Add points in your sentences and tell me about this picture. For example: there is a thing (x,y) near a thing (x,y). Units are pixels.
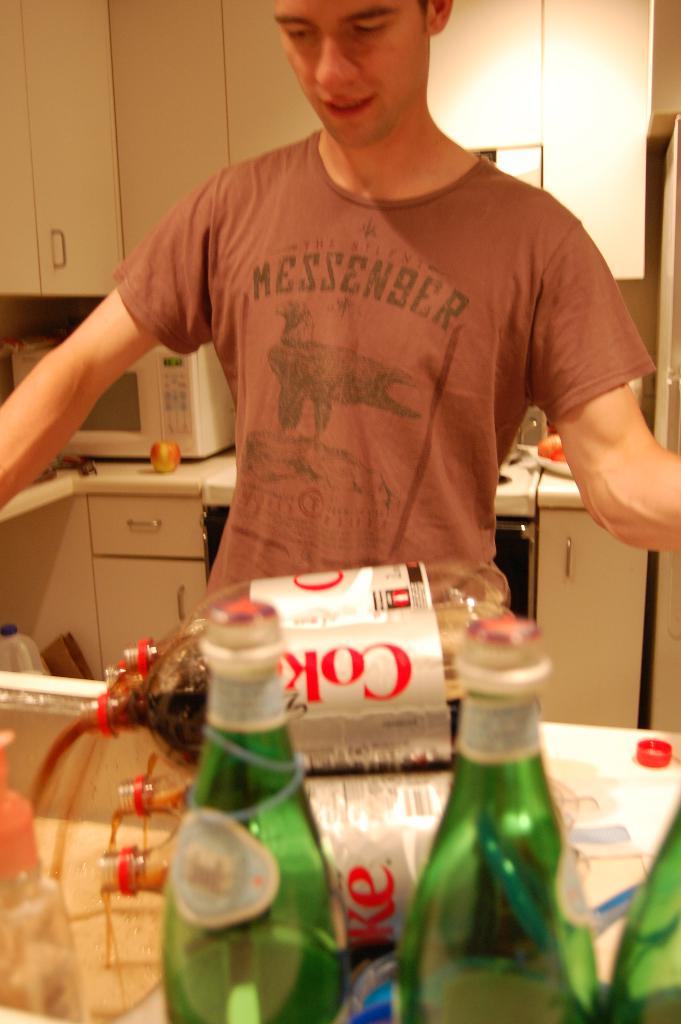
In this image I can see a man (334,427) who is wearing a t-shirt (393,383) and standing on the ground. In front of the man (413,495) we have few glass bottles (239,826). And behind the man (71,372) we have a cupboard (90,129) and a kitchen table (166,477) and on the table (149,493) we have a microwave oven (155,413).
